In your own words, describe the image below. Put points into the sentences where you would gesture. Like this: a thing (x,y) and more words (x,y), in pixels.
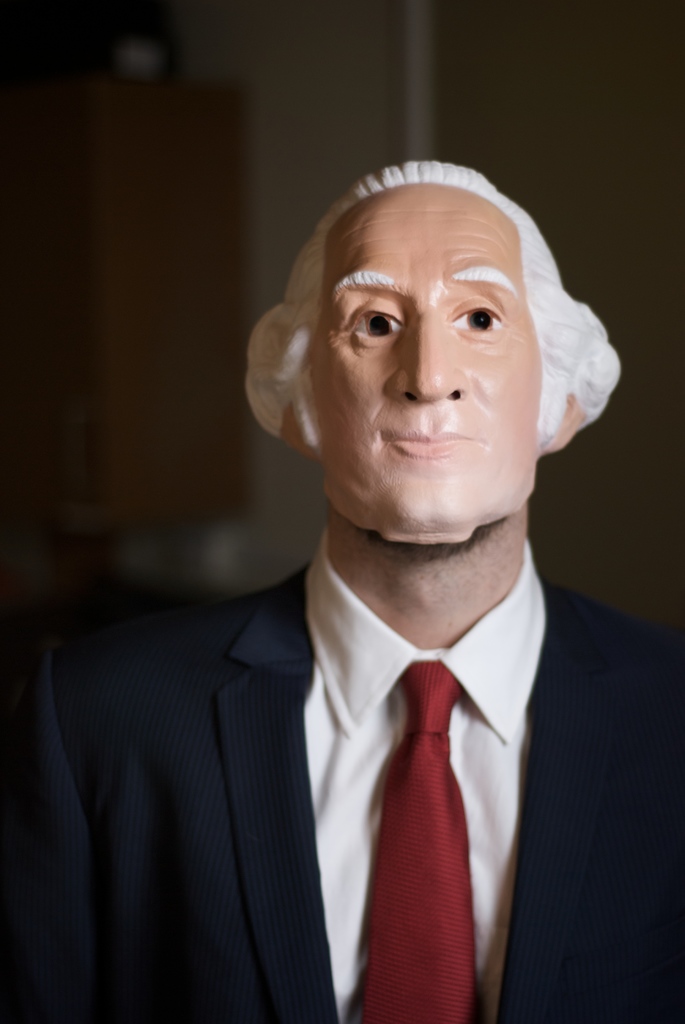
In this image, I can see a person (399,723) with a mask (402,475). There is a blurred background (680,522).
